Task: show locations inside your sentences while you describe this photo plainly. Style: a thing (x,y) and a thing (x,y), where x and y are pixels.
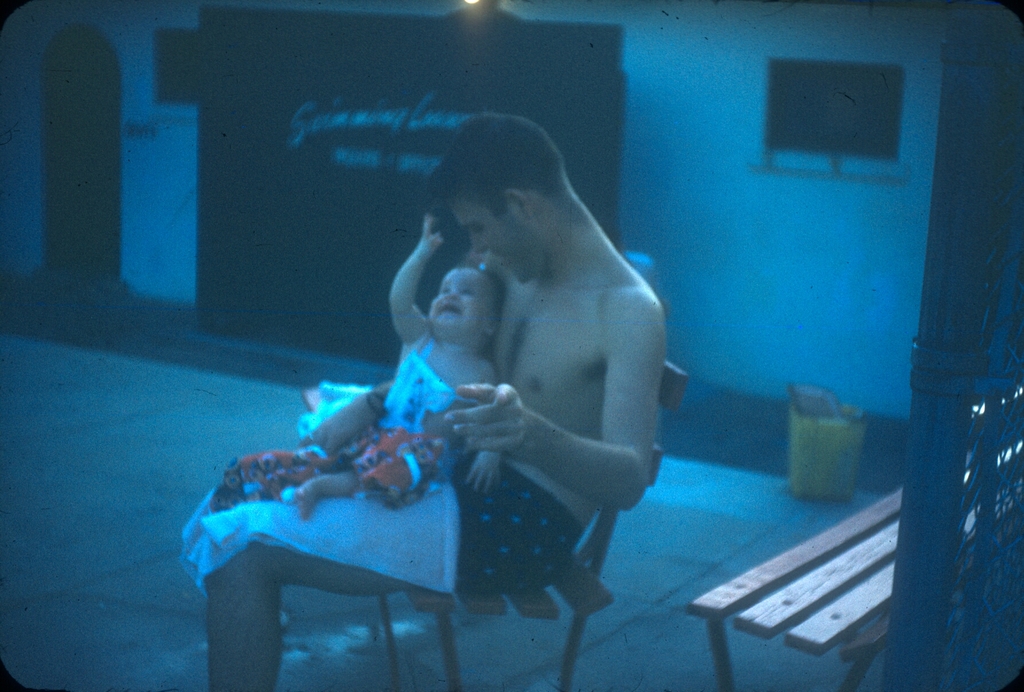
In the image there is a man (543,576) sitting on the chair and also there is a baby (435,397) on the man (271,587). At the right corner of the image (965,403) there is a rod (931,634) and also there is a bench (857,590). In the background (652,204) there is a wall (669,192) with window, door (118,125) and also there is a poster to the wall (818,367).
